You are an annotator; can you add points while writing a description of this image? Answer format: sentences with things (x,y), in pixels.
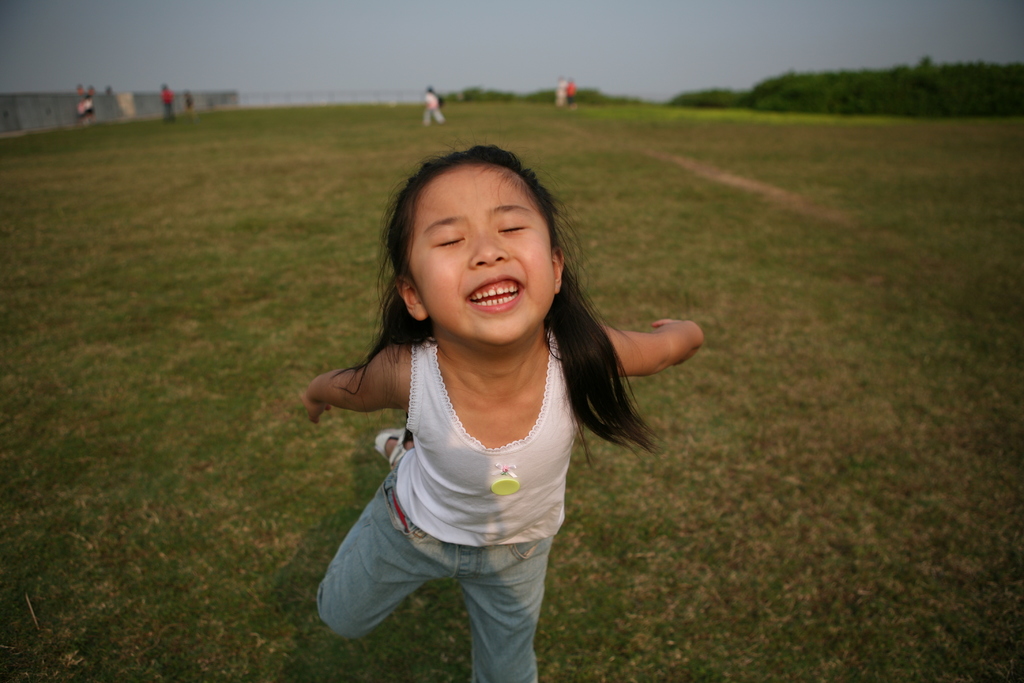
In the foreground of this image (491,501), there is a girl (482,435) standing on one leg (519,625) and closing the eyes (455,236). In the background (545,88), there are persons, railing (312,100), trees (801,102) and the sky (359,17).
